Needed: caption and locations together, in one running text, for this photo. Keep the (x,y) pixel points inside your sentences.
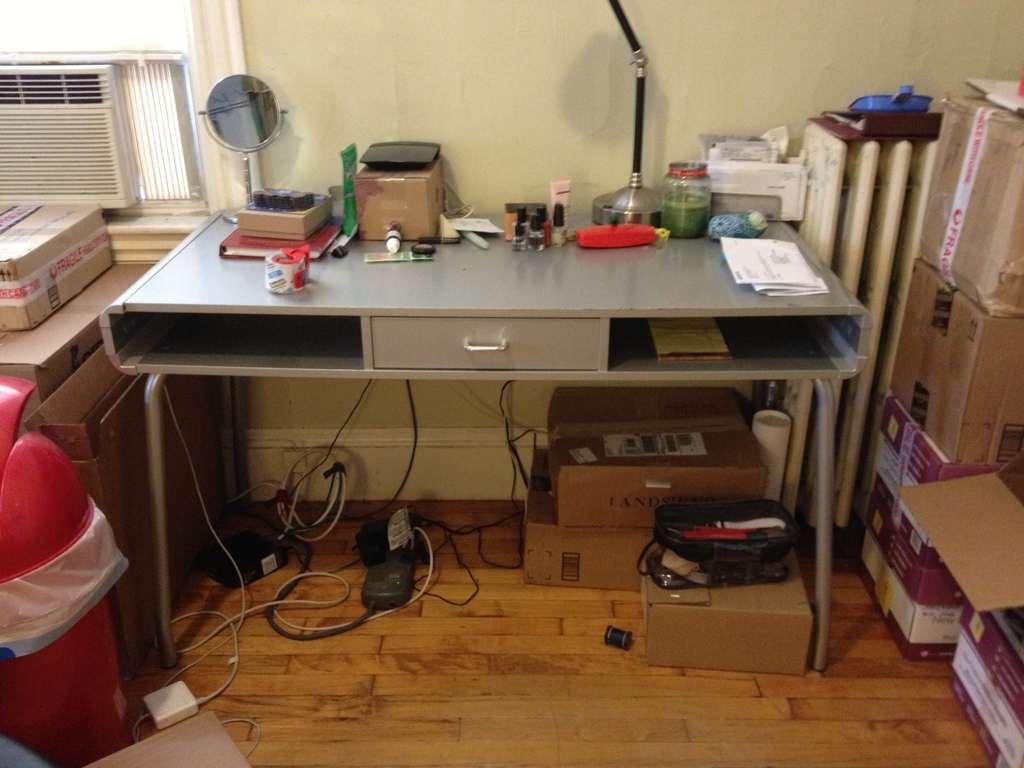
In the image in the center (665,342), we can see the papers (762,255), cosmetics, boxes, stand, jar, book (275,246), marker (484,238), mirror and few other objects (274,206). Below the table (500,262), we can see wires (412,534), boxes (696,654), etc. In the background (571,74) there is a wall (728,91), dustbin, table (479,273), boxes (73,324) and a few other objects (291,251).
